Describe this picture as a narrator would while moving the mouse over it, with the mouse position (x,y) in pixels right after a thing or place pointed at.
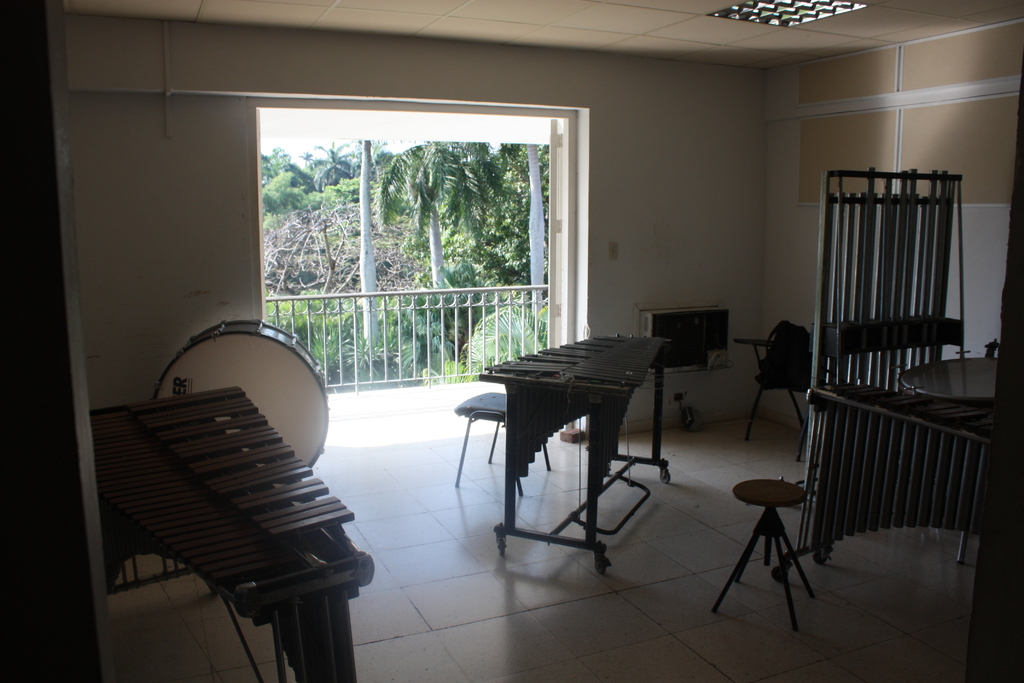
In this image we can see some musical instruments (261,392) chairs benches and at the background of the image (562,310) there is door (560,328), fencing (496,289) and there are some trees (406,225).
